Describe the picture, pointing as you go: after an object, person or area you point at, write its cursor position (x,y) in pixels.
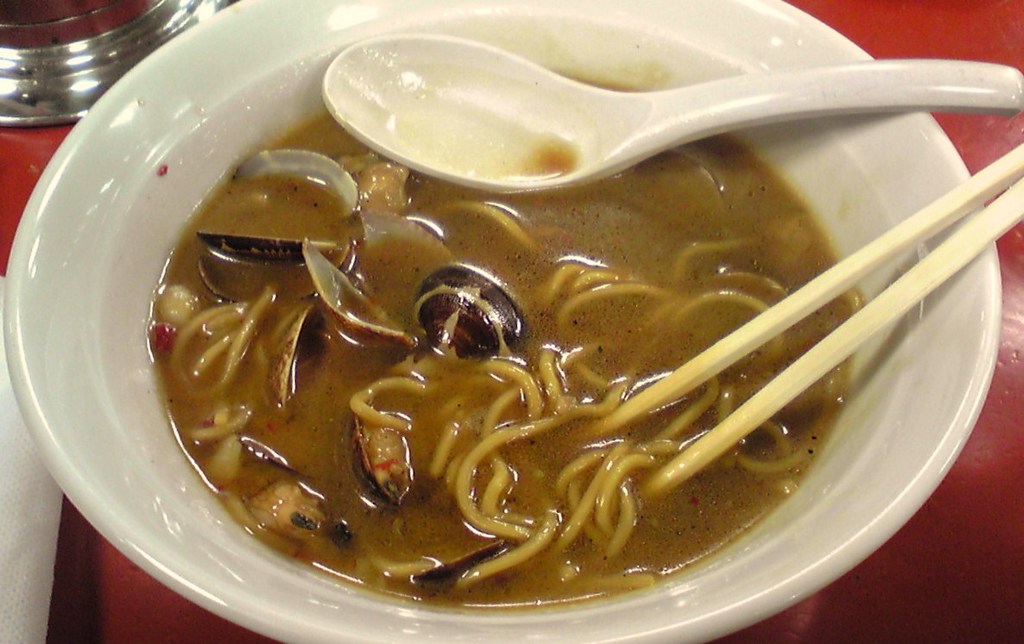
In this image there is a bowl (239,72) in which there is soup (481,396). In the soup (444,503) there are noodles (513,431) and some clams (479,329). In the bowl (425,253) there is a spoon (554,160) and two chopsticks (717,350).
